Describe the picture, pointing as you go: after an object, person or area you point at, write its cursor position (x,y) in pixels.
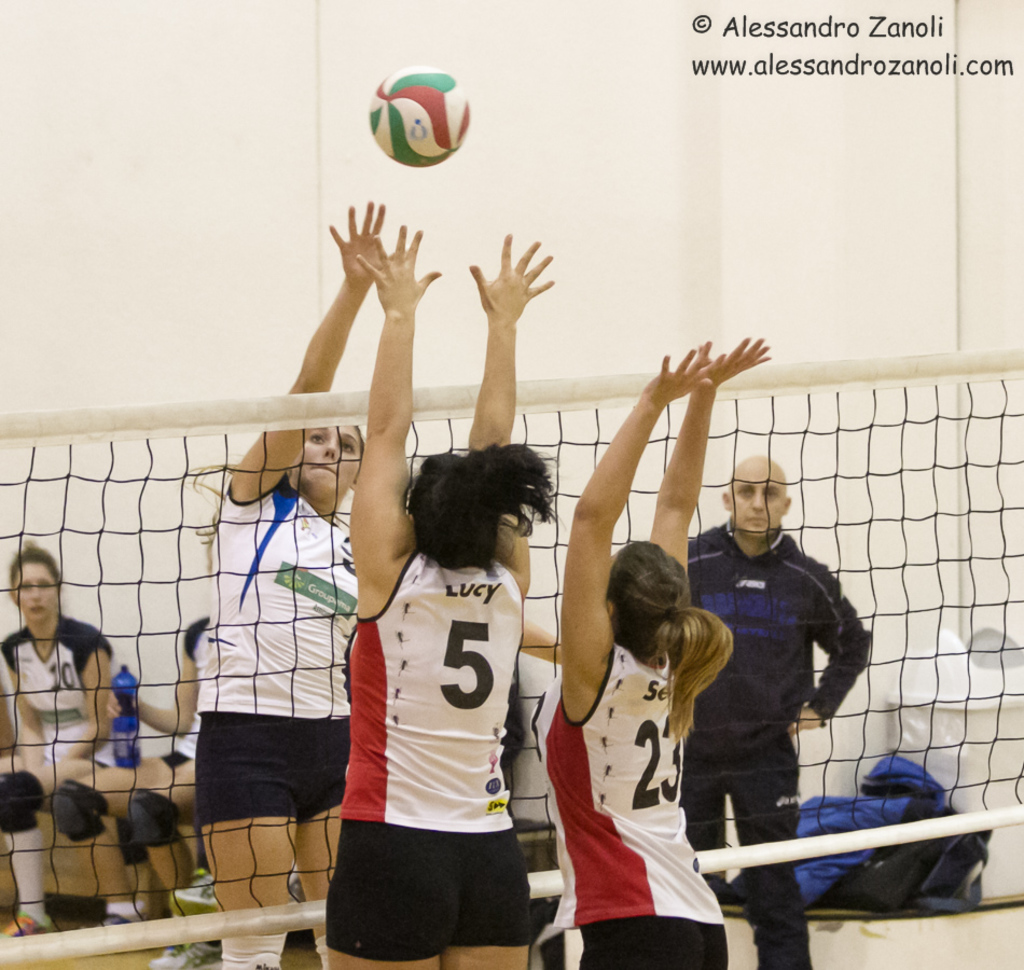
In the front (362,741) middle of the image (433,646) there are two ladies (430,718) with white, red and black dress (430,809) is jumping and in front of them there is a net (316,405). Behind the net (316,422) there is another lady (303,614) jumping. Above them there is a ball (419,110). At the left corner of the image (96,692) there are two ladies (96,696) sitting behind the net (190,681). And at the right side of the image (795,587) there is a man (786,600) with black and blue jacket (772,670) is standing behind the net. At the right top corner of the image (1009,62) there is a name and website address (933,64).
